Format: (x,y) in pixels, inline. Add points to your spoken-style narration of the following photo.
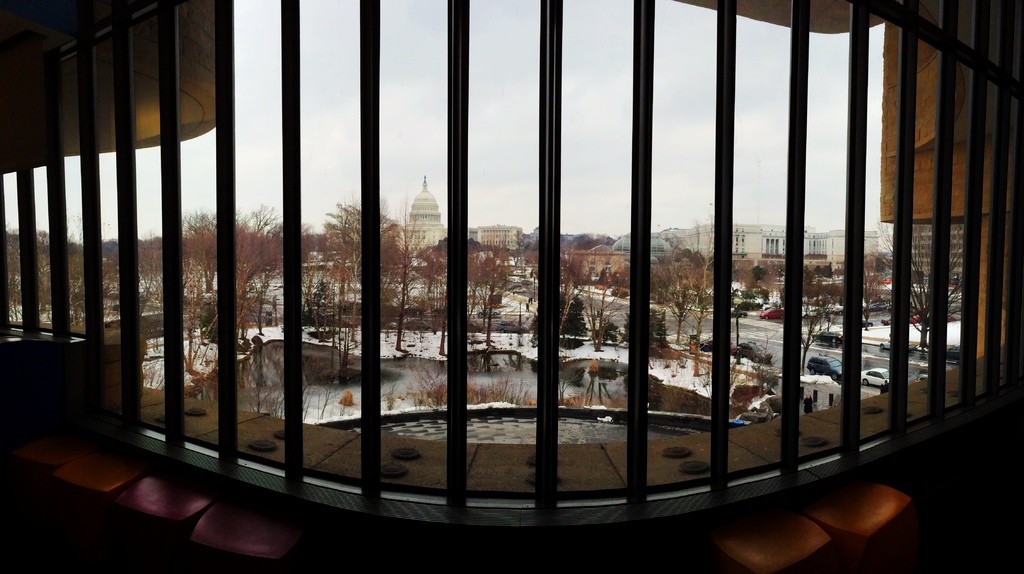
These are grills (640,188) and through the grills (295,267), we can see trees (335,280), buildings (603,259) and some vehicles (837,341) on the road (770,322).
